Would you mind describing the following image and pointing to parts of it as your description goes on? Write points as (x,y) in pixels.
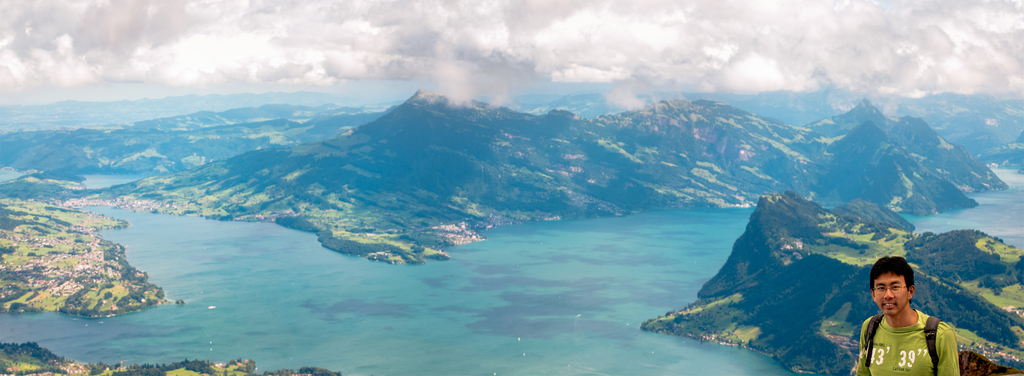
In this image we can see water (507,249), mountains (764,208) and a group of trees (725,278). In the bottom right (873,316) we can see a person (913,363). At the top (401,64) we can see the sky (448,69).
